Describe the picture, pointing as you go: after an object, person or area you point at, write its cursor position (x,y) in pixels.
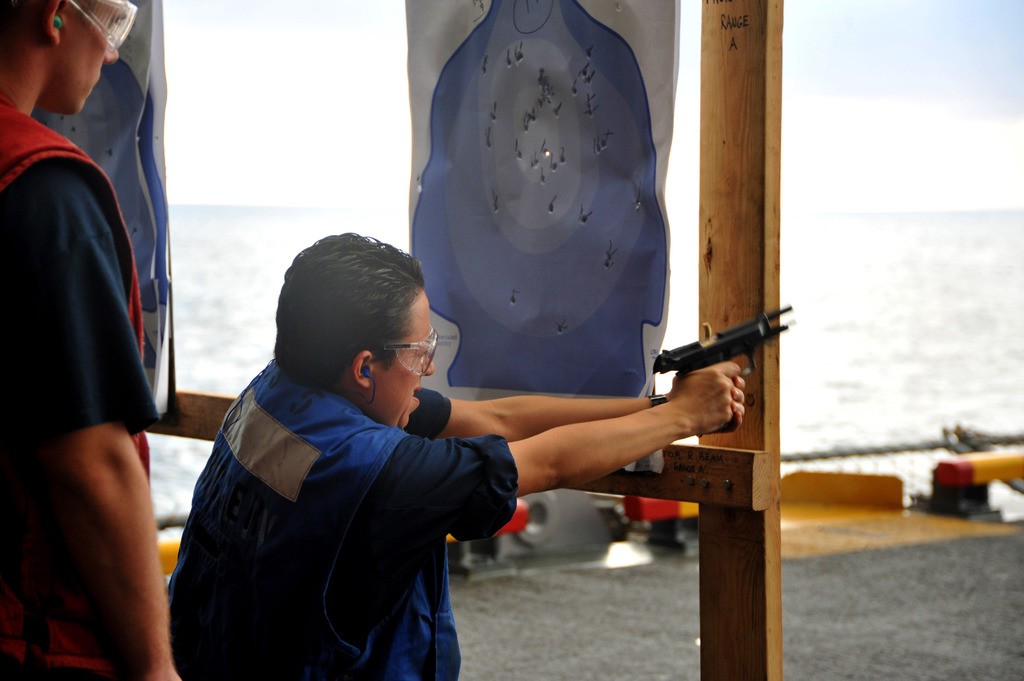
In the foreground of the picture (105,284) there are two persons (470,457). In the center (567,419) the person (617,403) is firing a gun (710,350), beside him there are wooden objects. In the background (369,229) there is a water body (921,234) and other objects (973,487).
